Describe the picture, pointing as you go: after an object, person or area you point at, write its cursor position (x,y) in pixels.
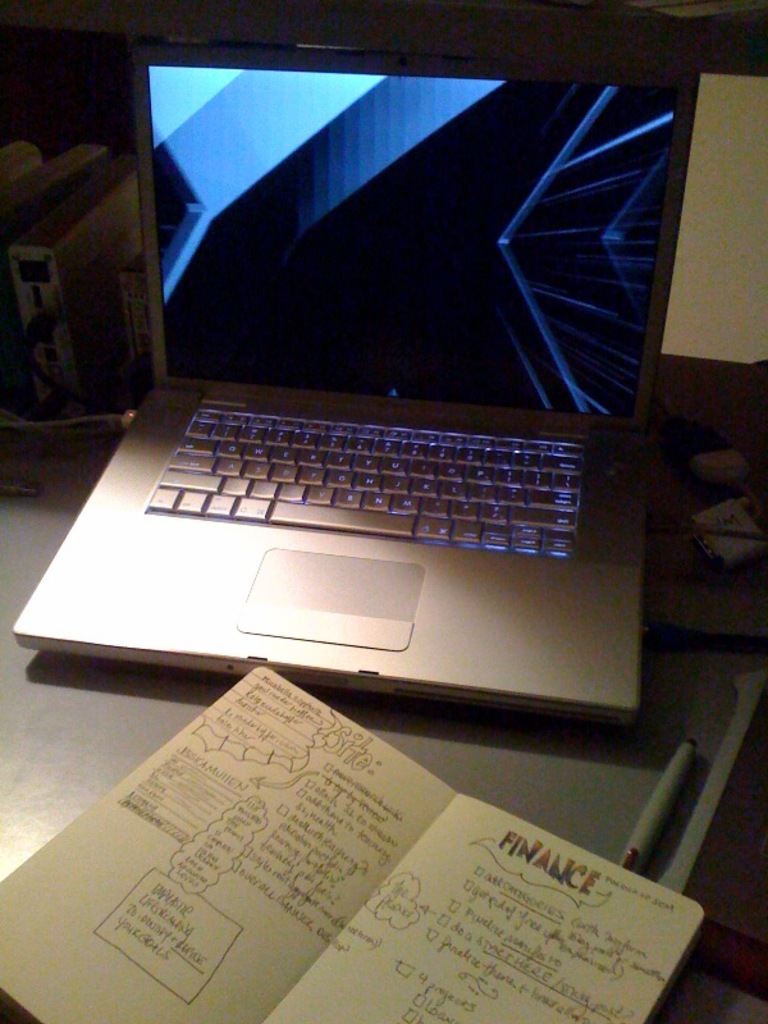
In this image we can see a table (608,818) on which a laptop (303,444), book (497,1006) and a marker (661,835) are there.
